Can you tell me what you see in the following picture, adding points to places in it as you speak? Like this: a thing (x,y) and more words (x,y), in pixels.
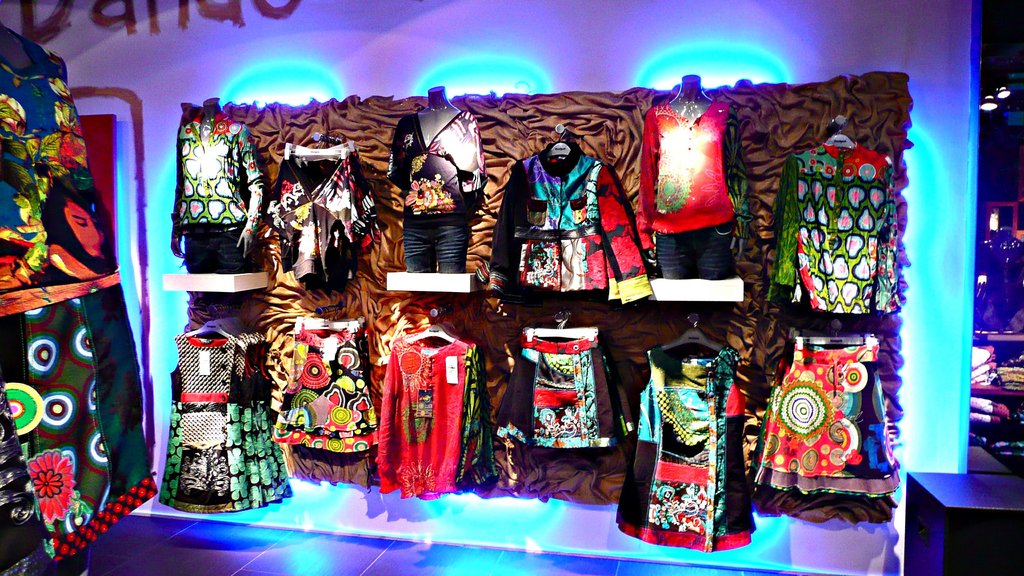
In this image I can see the floor (335,555), few lights (453,505), few mannequins (431,196), few clothes (440,211) to the mannequins (469,163) and few cloths (556,384) hanged to the hangers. In the background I can see few lights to the ceiling (997,80).
